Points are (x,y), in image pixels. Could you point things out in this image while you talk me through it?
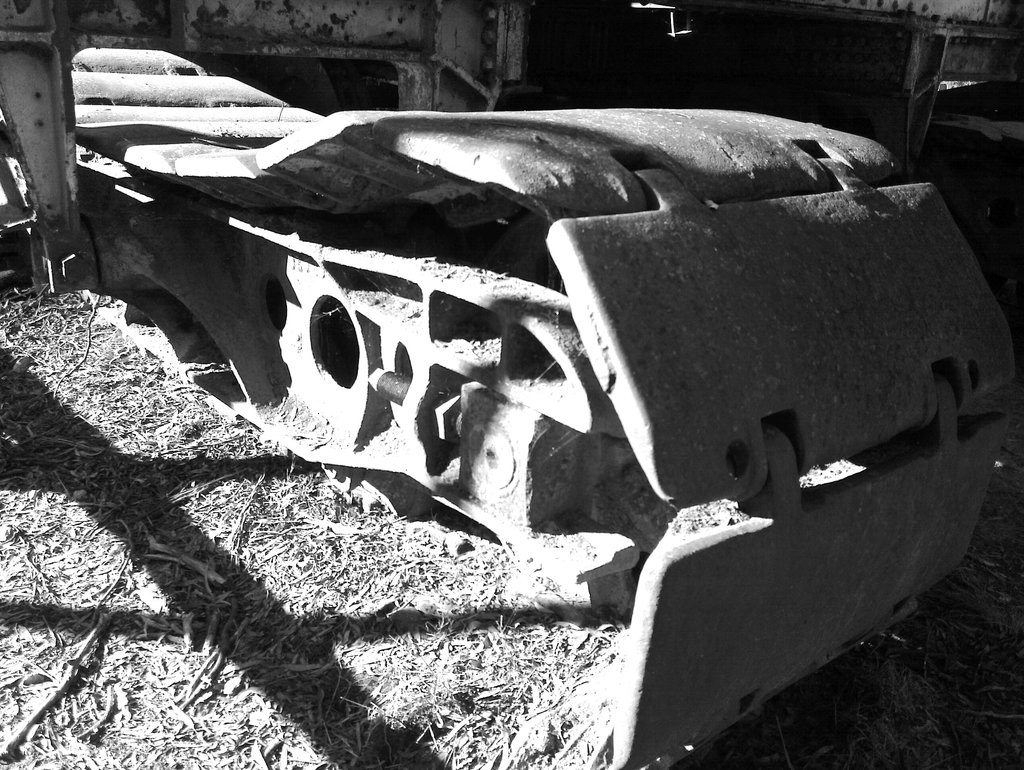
This is a black and white picture. In this picture we can see a machine (434,464) on a dry grass (284,521). There are a few things (785,78) visible in the background (792,90).
